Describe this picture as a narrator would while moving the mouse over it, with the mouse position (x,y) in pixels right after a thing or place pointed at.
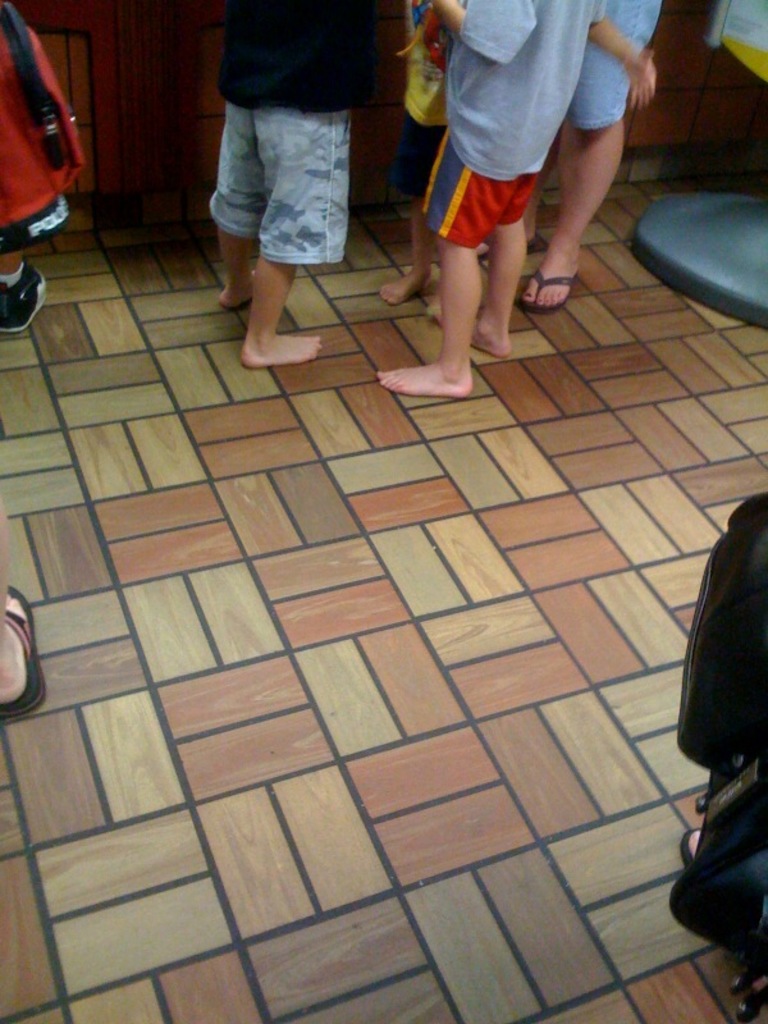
In this image we can see a group of people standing on the floor (329,487).
